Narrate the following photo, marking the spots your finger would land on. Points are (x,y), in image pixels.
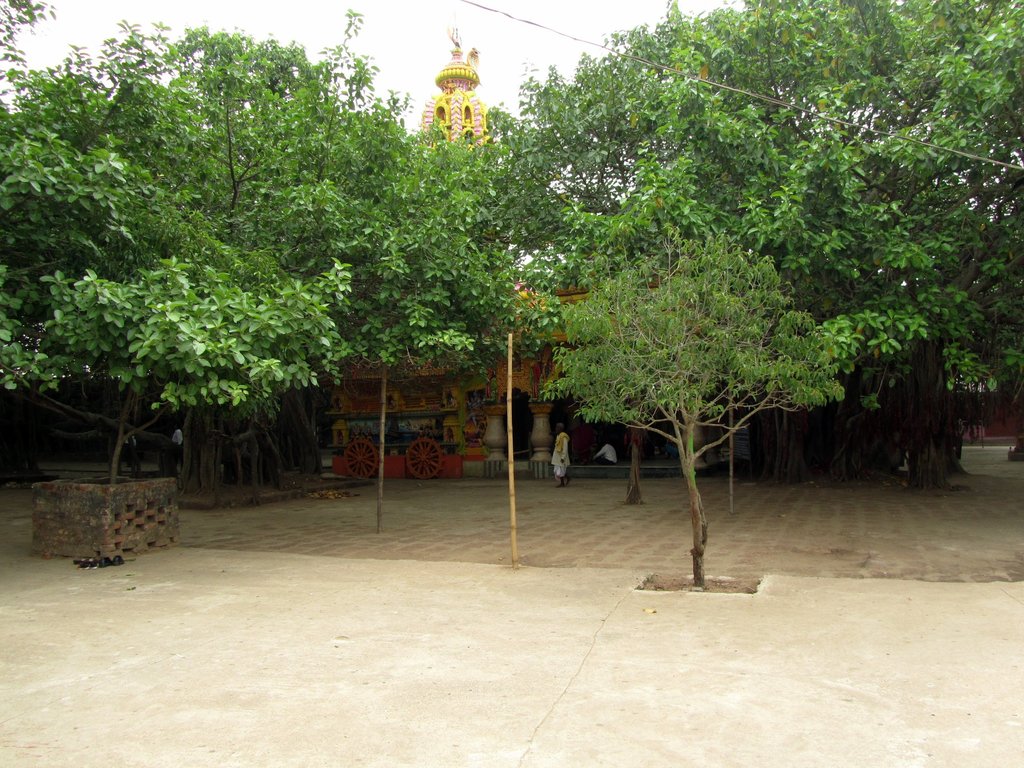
There is empty land (564,551) in the foreground area of the image (296,570), there are trees (568,329), people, it seems like building structure (550,447) and the sky (428,93) in the background (463,56).
